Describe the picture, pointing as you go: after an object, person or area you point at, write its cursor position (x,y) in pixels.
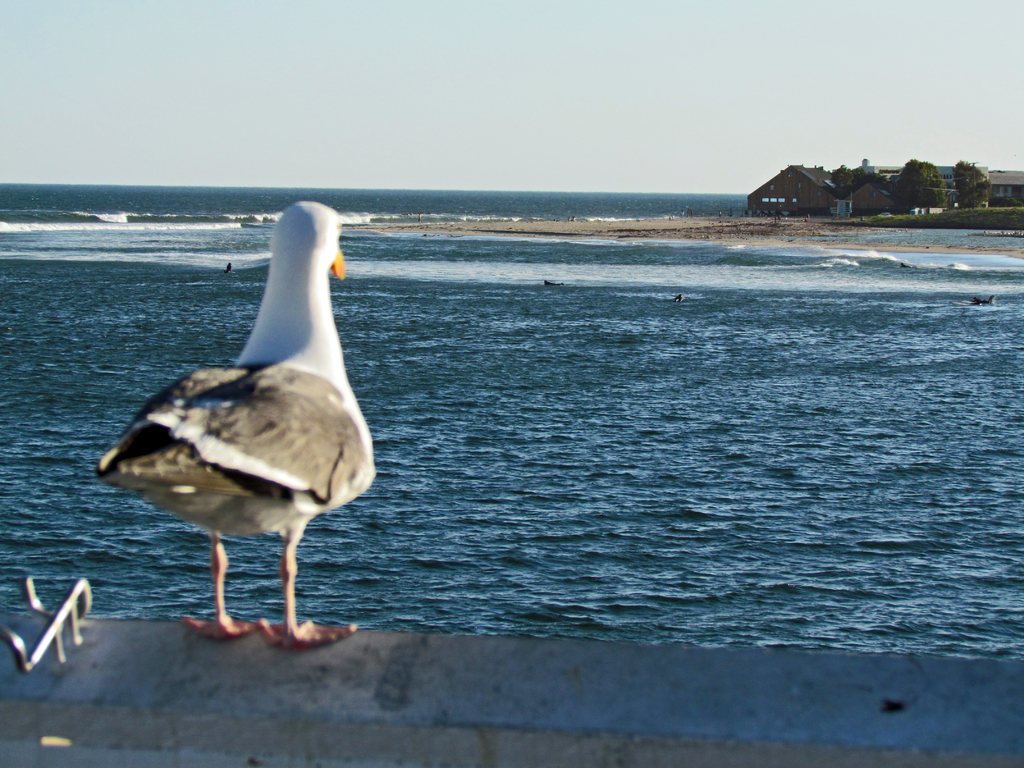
In this picture I can observe a bird (281,395) on the left side (283,418). On the right side (877,198) I can observe houses (835,183). In the background (440,205) there is an ocean (440,205) and sky (356,171).
